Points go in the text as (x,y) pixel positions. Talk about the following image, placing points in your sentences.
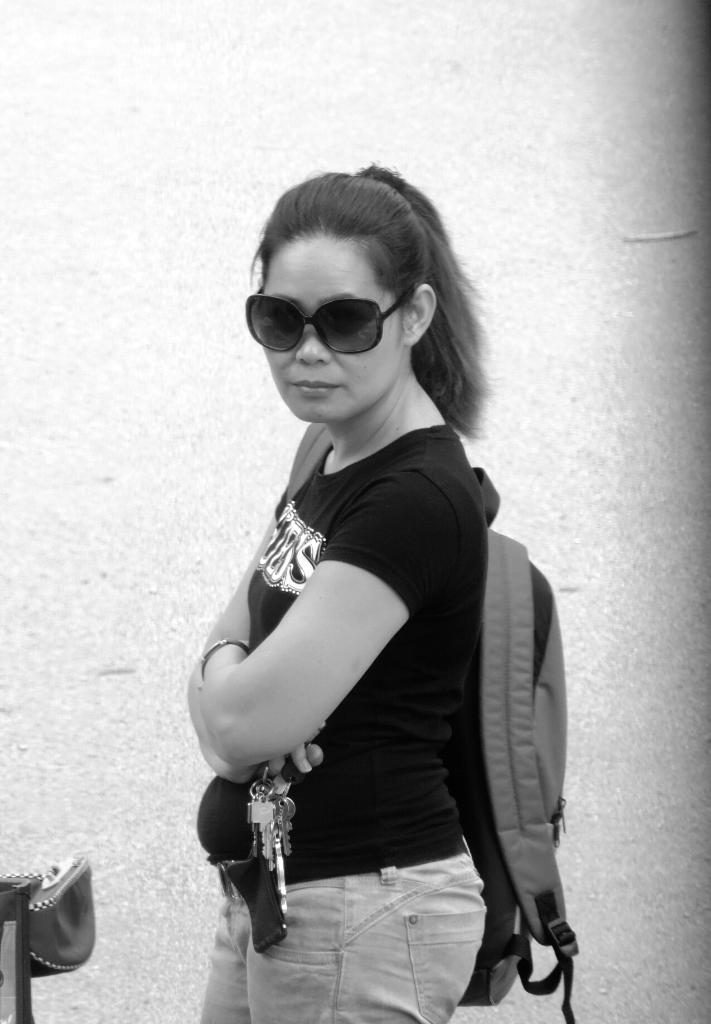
This is a black and white image. In this image we can see a woman (371,698) standing wearing a bag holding some keys (276,843). On the left side (18,999) we can see an object (33,903).
